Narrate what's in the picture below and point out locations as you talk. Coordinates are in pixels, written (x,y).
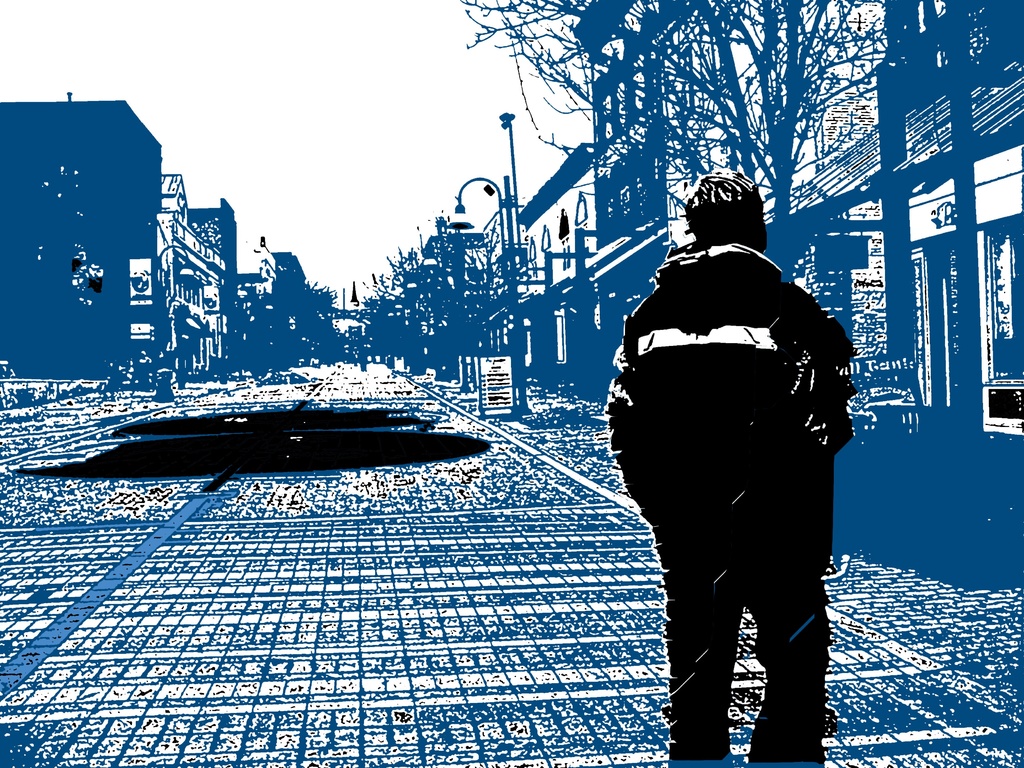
This is graphics image. In this image there is a person (707,511). On the sides there are buildings (105,319) and trees (787,240). There is a light pole (514,252). In the background (304,91) there is sky (368,160).
